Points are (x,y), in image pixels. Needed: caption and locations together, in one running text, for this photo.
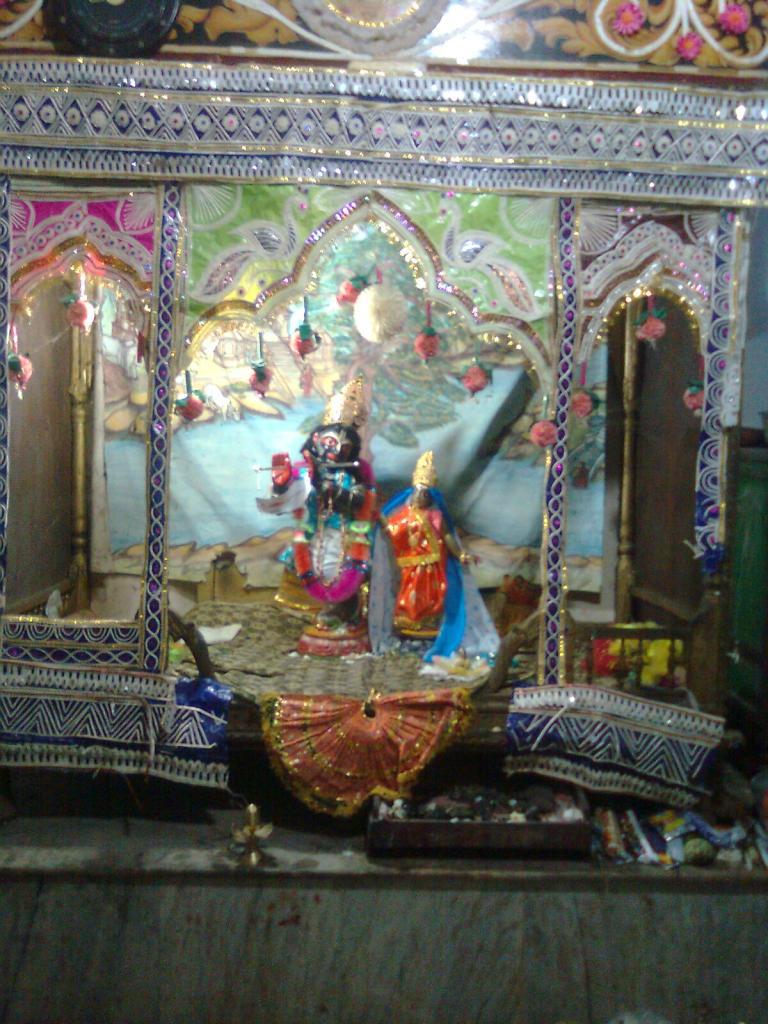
In the image we can see there are two lord statues (381,559). This is a floor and these are the decorative items (385,316).
